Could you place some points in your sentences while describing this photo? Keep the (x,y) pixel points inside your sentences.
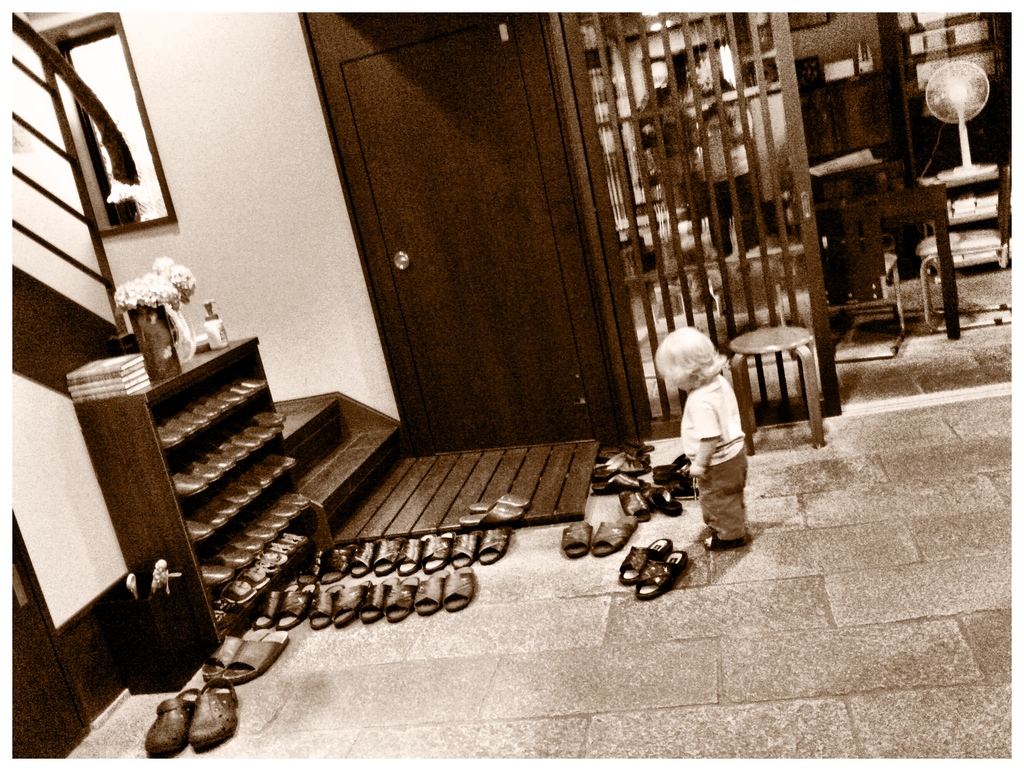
In this image we can see there is a child (696,453) standing. And there is a footwear (411,603) on the ground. There is a cupboard (190,386), on that there is a bottle (211,314), potted plant (169,319) and books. And there are stairs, mirror (122,114), chairs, table fan (951,79), stand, door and few objects (711,109).
